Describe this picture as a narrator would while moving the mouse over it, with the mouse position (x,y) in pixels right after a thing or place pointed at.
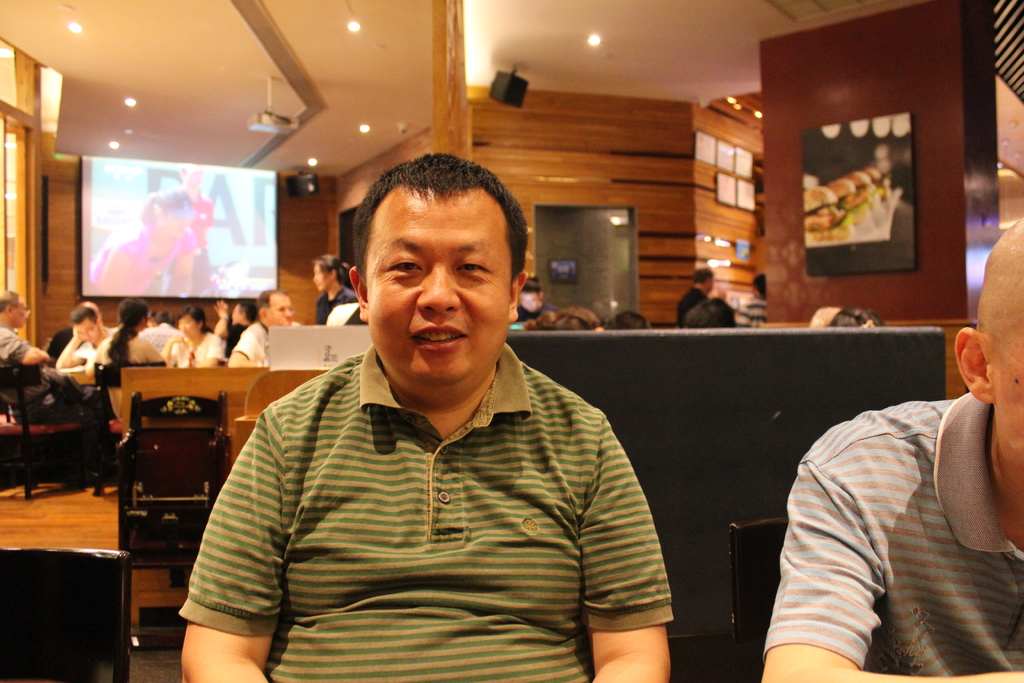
This image is taken indoors. On the left side of the image (119,568) there is an empty chair (89,602) and a few people (75,319) are sitting on the chairs (71,430). On the right side of the image (935,405) two men (512,436) are sitting on the chairs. In the background (222,355) a few people (246,355) are sitting on the chairs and a few are standing. There are a few walls (731,235) with a door (563,242), a television (270,240) and picture frames (804,179) on it. At the top of the image (174,56) there is a ceiling (536,50) with lights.
